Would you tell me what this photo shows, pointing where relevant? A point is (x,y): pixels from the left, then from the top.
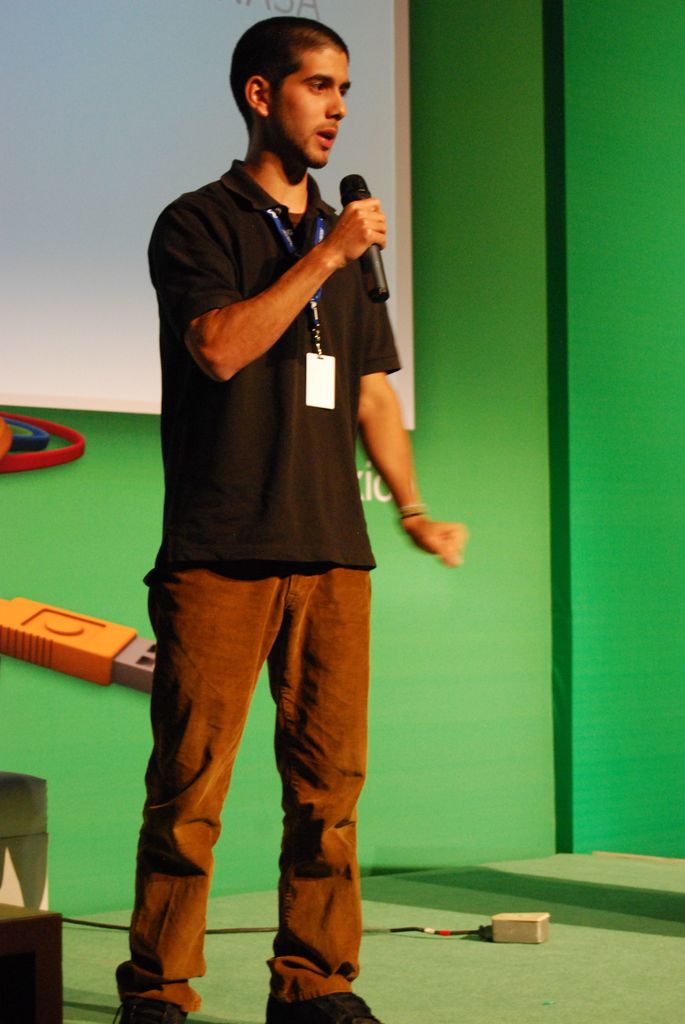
Man (194,850) is standing and speaking in the microphone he wear a black color t-shirt (242,498) behind him there is a green colored wall (500,297).
